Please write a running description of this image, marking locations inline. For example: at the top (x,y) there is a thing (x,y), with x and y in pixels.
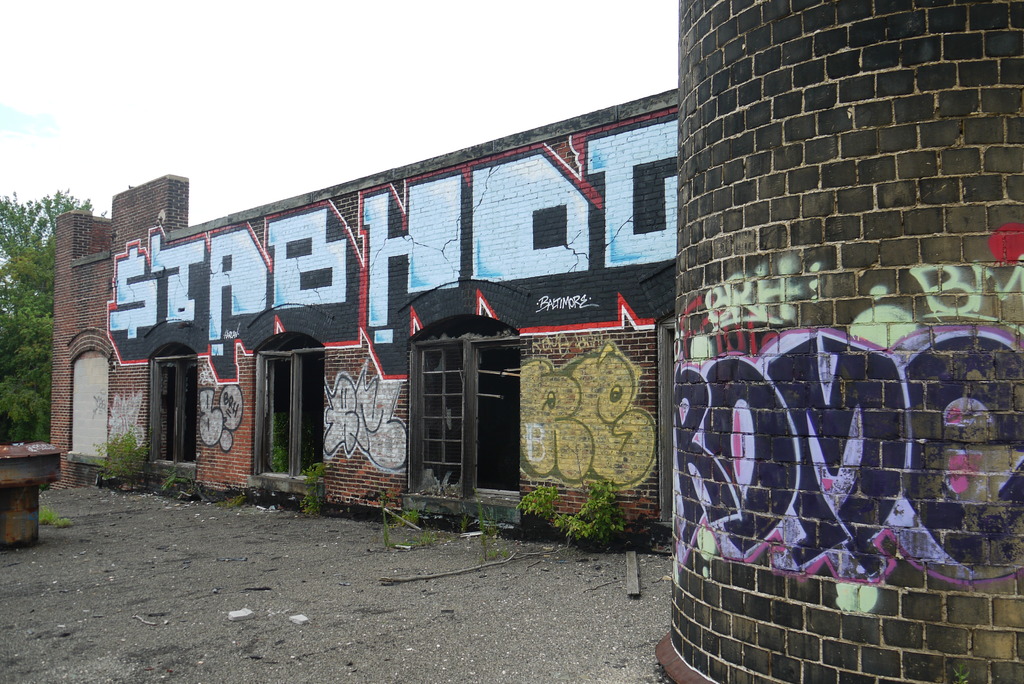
In this picture, we see a building (198,448) which is made up of red colored bricks (441,300). On top of it, we see some text (338,236) written on it. Beside that, we see a pillar (921,301) on which text (708,445) is written and it is made up of brown colored bricks (842,204). At the bottom of the picture (367,525), we see sand (344,589) and stones (157,561). On the left corner of the picture (43,471), we see a table (46,442) and we even see the trees (25,336). At the top of the picture (283,90), we see the sky (330,129).
